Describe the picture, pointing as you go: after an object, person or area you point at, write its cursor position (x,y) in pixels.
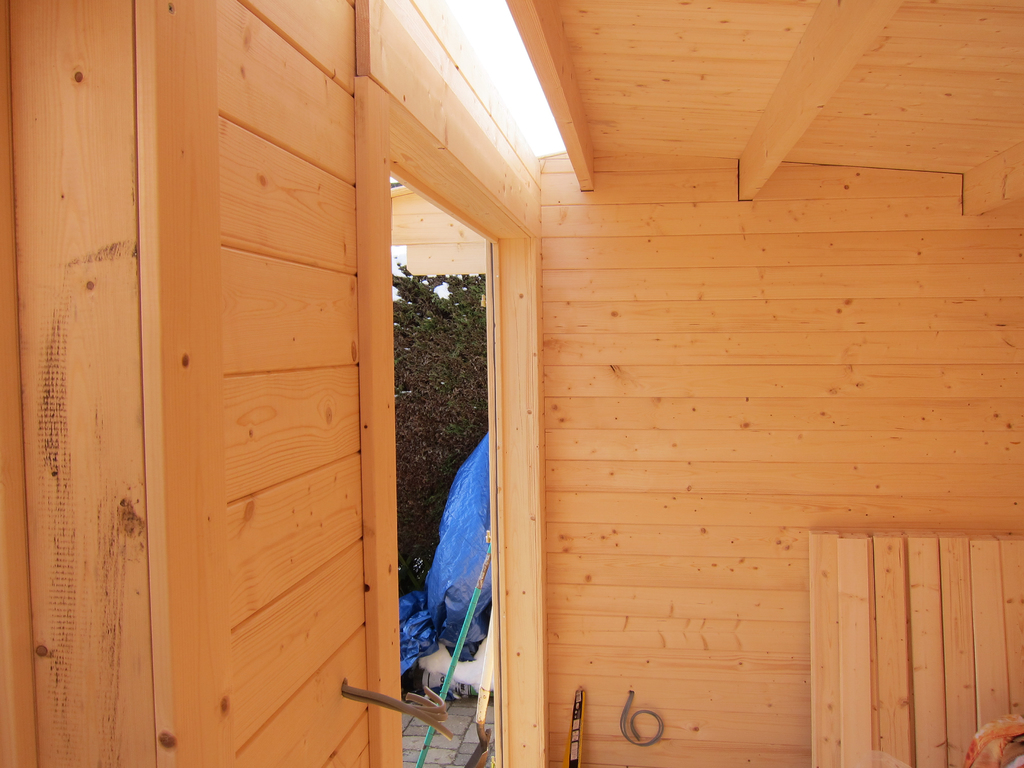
This is wooden wall (747,391) and wooden roof (618,68). Here we can see tree (416,455) and plastic cover (484,460).
